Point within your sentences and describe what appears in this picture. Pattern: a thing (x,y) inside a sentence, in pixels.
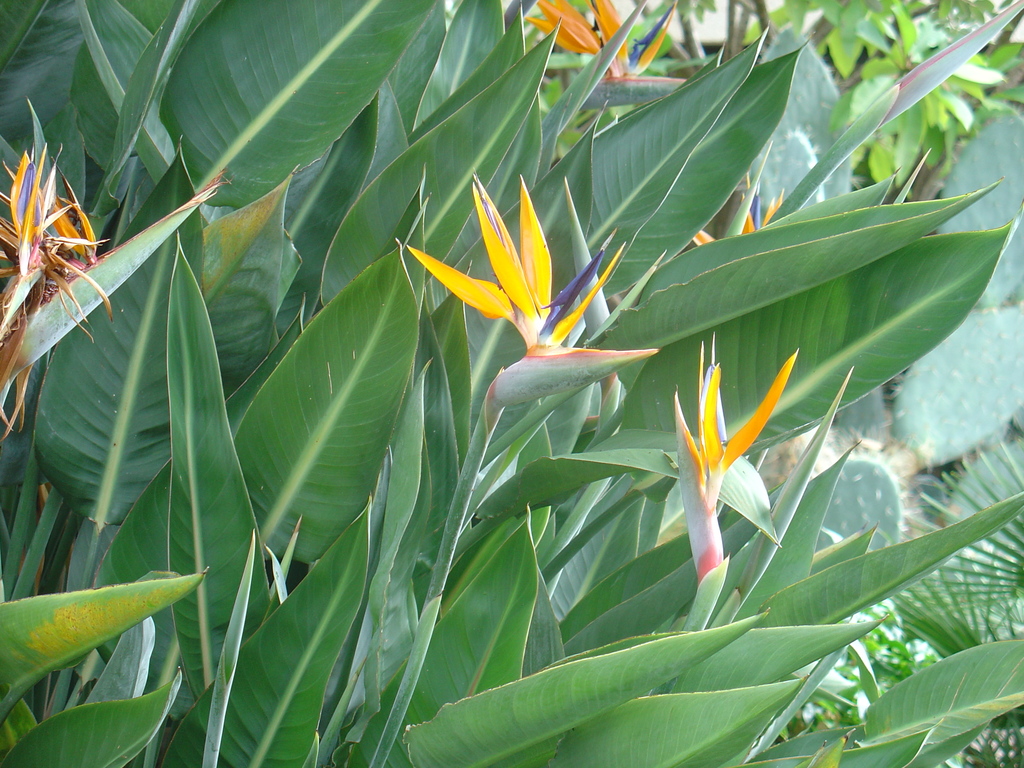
In this picture we can see yellow colored flowers (574,34). These are the plants (831,546).
